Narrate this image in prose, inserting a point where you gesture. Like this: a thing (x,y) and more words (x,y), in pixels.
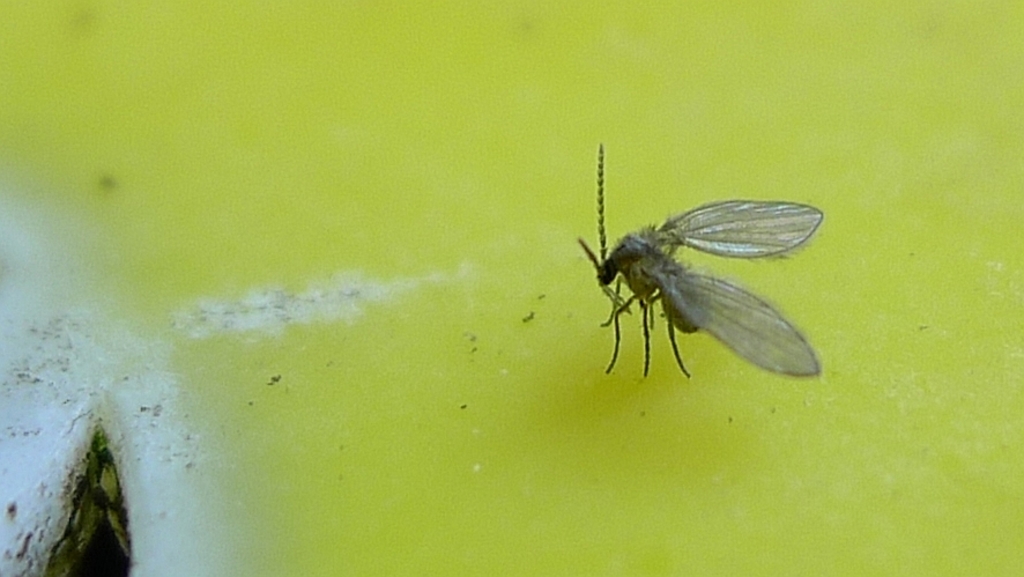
In this image an insect (644,316) is standing on the floor (644,449). Left bottom there is some powder (95,420) on the floor (197,401).
